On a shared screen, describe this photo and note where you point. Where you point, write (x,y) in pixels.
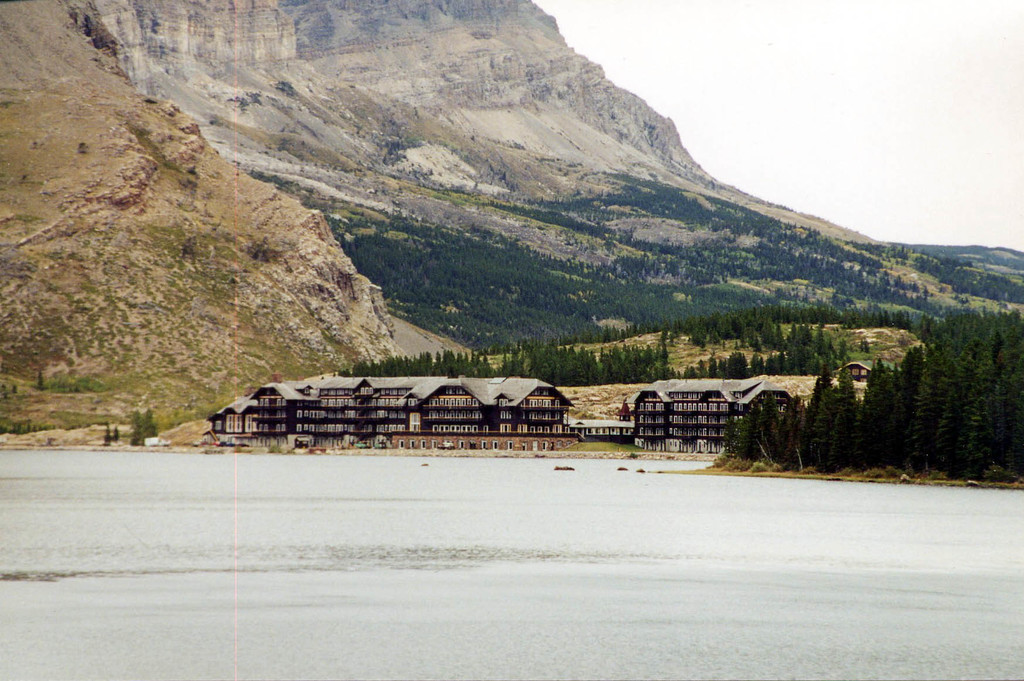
In this image, we can see few buildings (446,428), trees (1021,428). Background (207,277) there are so many mountains (474,169). At the bottom (591,573), we can see a water (497,646). Top of the image (685,108), there is a sky (731,70).
